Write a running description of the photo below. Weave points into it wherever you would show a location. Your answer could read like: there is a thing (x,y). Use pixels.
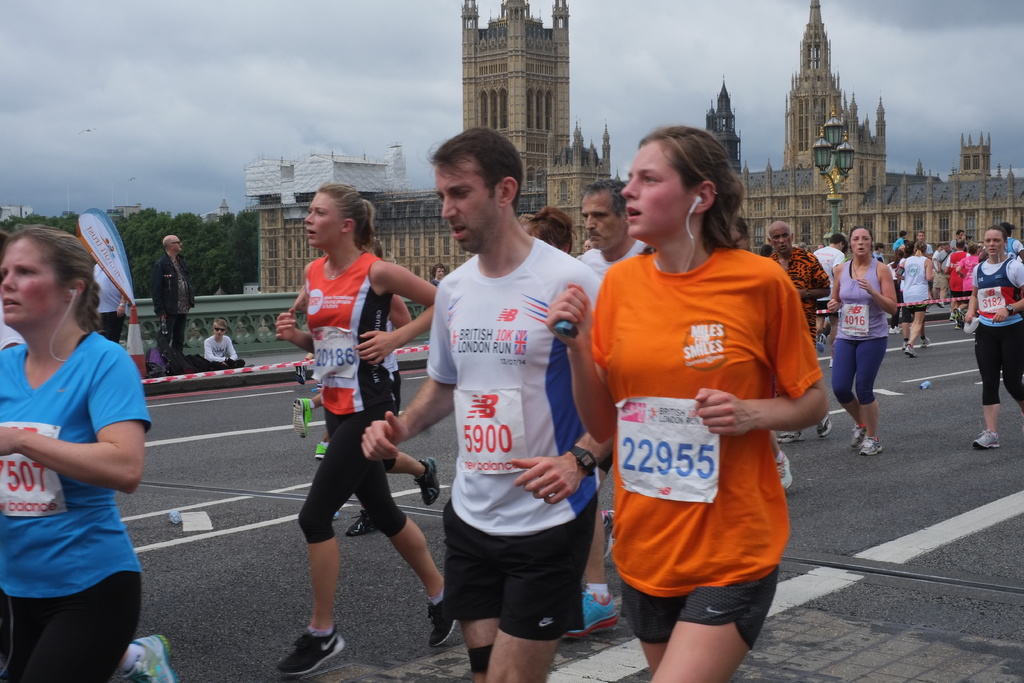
In this picture we can observe some people (793,293) walking and running on the road (258,579). There are men (404,417) and women (813,373). In the background (525,72) we can observe a building (557,176) which is in brown color. We can observe trees (141,211) and a sky (191,81) with some clouds (199,76).
